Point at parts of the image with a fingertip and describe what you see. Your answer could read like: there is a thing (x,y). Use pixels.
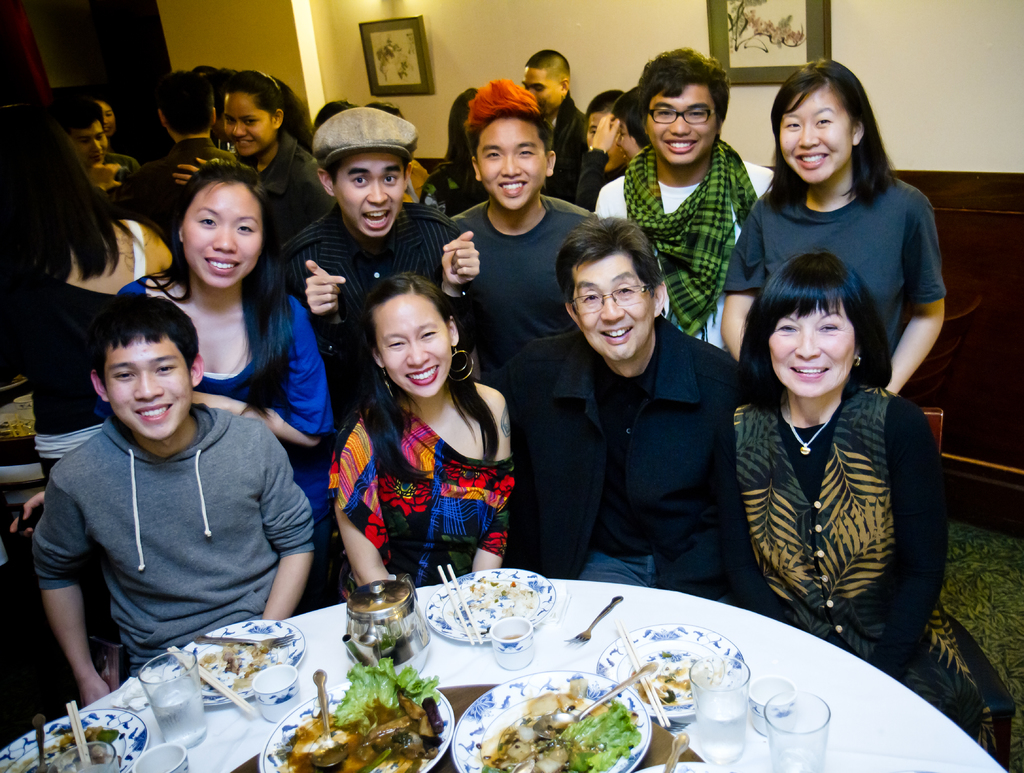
In this image I can see number of people (204,484), I can also see most of them are smiling. In the front of them I can see a table (860,708) and on it I can see white colour table cloth (564,641), number of plates (542,687), glasses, chopsticks (224,687), few cups (292,678), and utensils (356,643) and I can also see different types of food (411,739) on these plates (616,761). On the top of this image (395,31) I can see two frames (403,56) on the wall (946,20).
